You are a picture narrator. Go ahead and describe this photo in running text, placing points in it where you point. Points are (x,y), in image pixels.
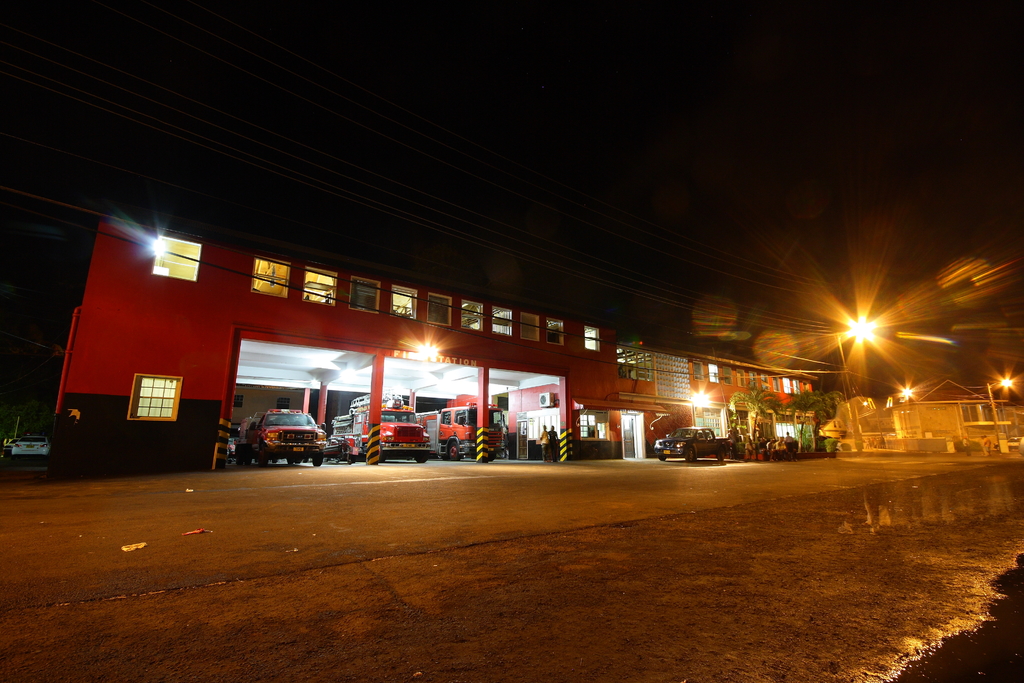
In this image we can see buildings (879,419), windows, wires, light poles (842,330), vehicles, cars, also we can see the sky (675,146).
